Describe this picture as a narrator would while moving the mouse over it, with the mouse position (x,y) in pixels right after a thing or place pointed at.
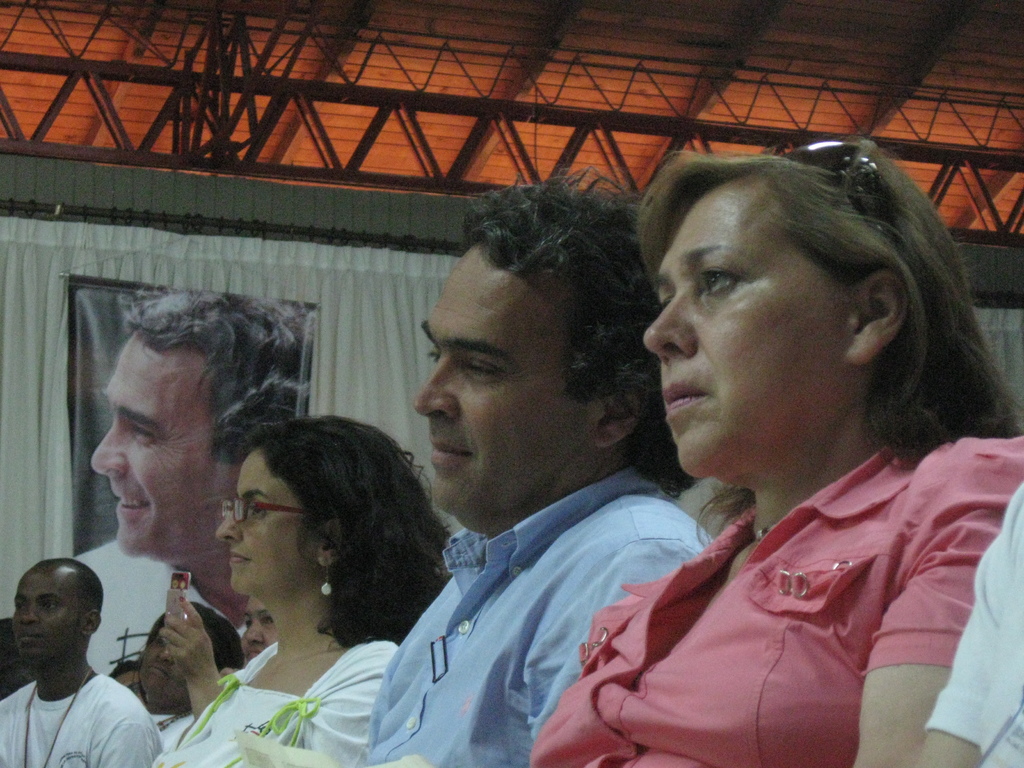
In this image there are people (397,710) sitting on chairs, in the background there is a curtain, on that curtain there is a poster (189,377) of a man (127,430), on the top (409,8) there is a ceiling (773,32) and iron frame (348,80).
